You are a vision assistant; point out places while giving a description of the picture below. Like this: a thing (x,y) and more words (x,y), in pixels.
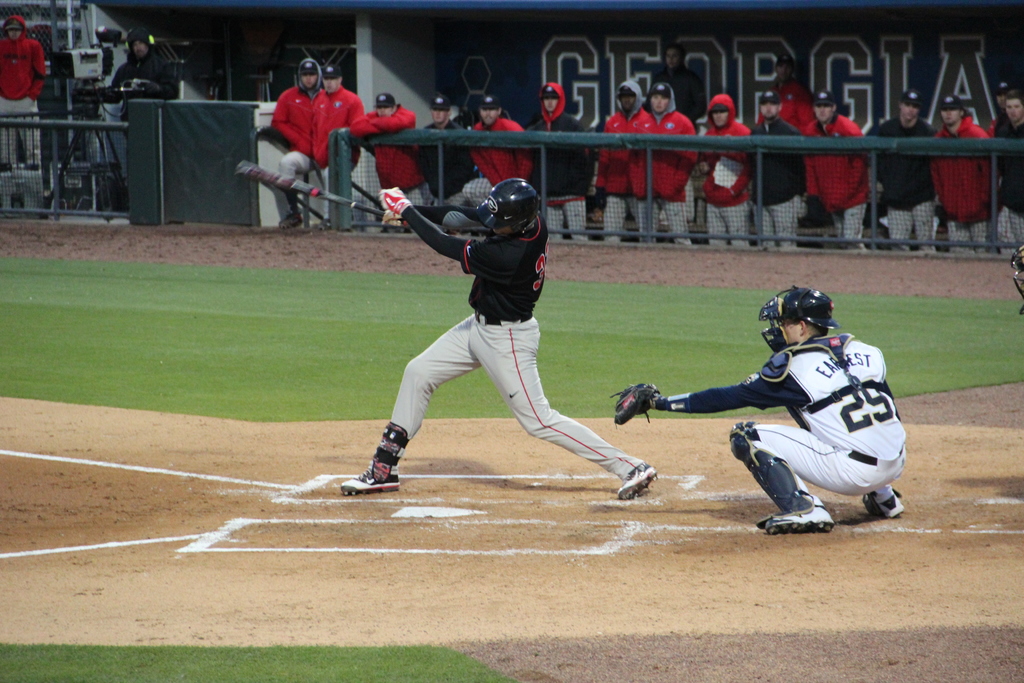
This picture is clicked outside. On the right (844,377) is a person (855,430) squatting on the ground (364,452). In the center (490,249) there is another person (477,254) wearing black color t-shirt (498,263), helmet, holding a baseball bat (381,209) and seems to be swinging and we can see the green grass (248,316). In the background (474,45) there is a banner (590,45) on the top of which the text (886,71) is printed and we can see the group of people (477,155) standing and we can see the mesh (23,154) and the metal rods (981,144) and many other objects (96,105).
